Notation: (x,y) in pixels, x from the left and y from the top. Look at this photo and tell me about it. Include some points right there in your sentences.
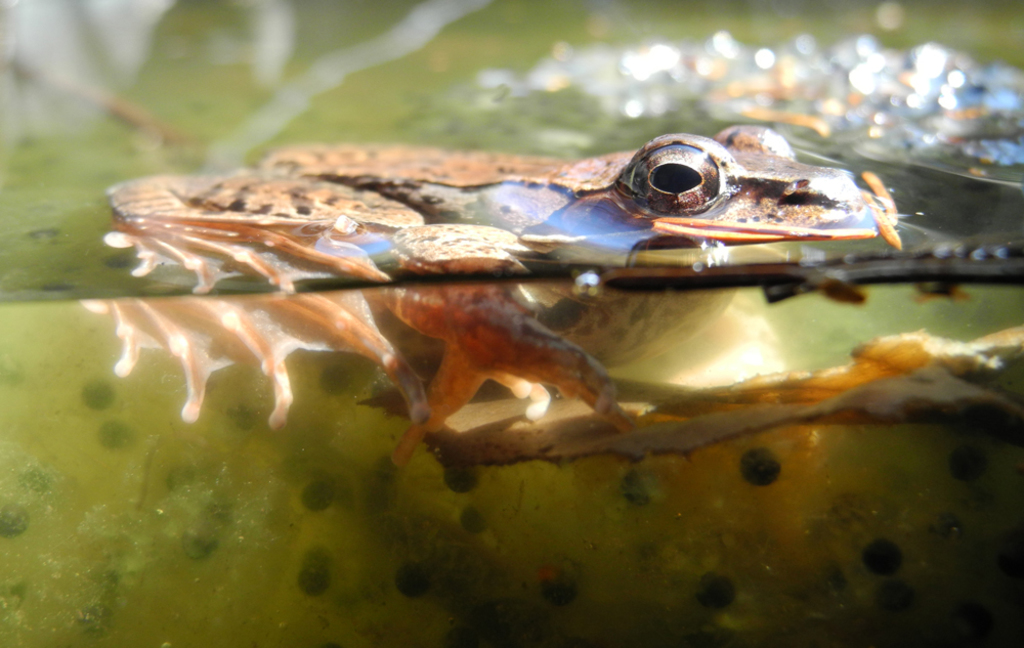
In the image there is a frog (468,294) in the water (350,280), only the half part of the frog (420,225) is above the water surface (392,125).
